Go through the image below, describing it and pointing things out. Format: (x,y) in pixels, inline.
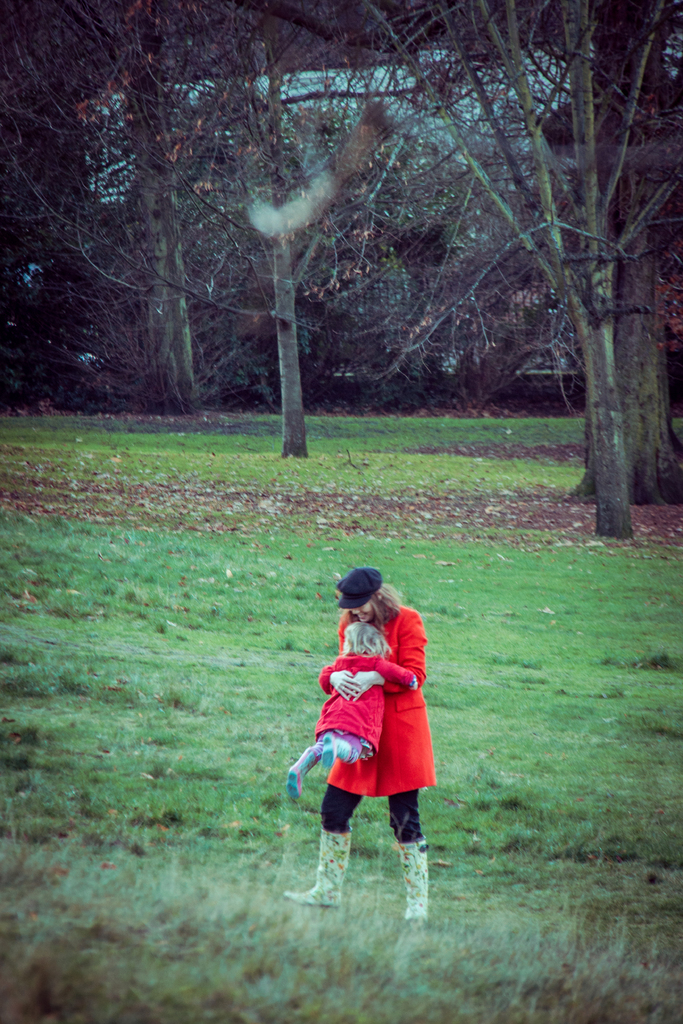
In the image in the center (415,663) we can see one person (425,657) standing and holding one baby (384,645) and she is wearing cap (344,598) and red color jacket (399,729). In the background (344,458) we can see building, wall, trees (440,110), grass (77,551) and dry leaves (255,513).
